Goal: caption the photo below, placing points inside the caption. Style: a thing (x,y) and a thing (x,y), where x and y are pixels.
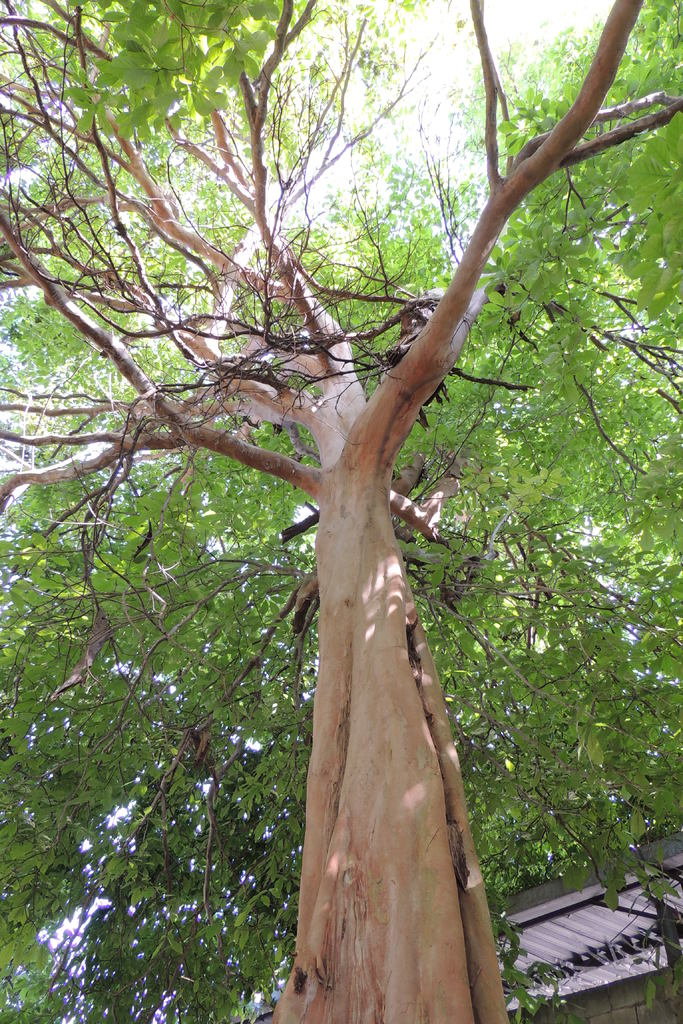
This image consists of a tree (393,969). On the right (589,958), we can see a shed (651,955). At the top (450,79), there is sky (433,93).
